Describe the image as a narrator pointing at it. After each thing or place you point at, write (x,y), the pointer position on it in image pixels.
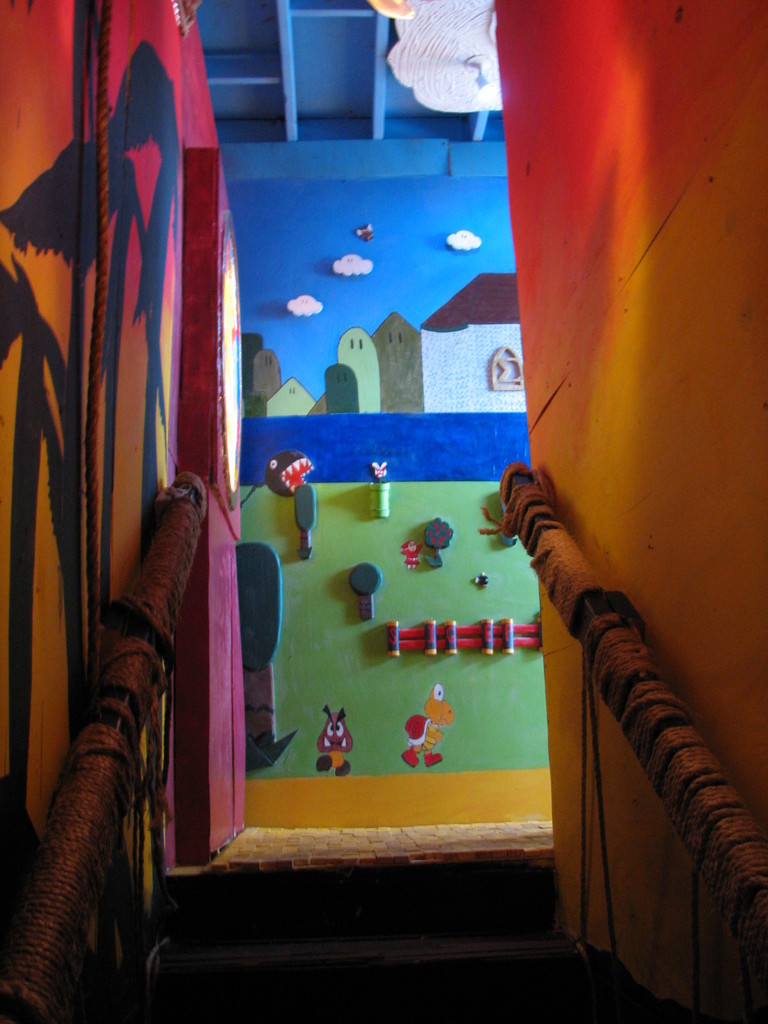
At the bottom of the picture (346,903), we see a staircase (333,893). On either side of the picture, we see a wall (602,327) in orange and yellow color. In the background (276,374), we see a wall (287,316) in green and blue color. We see graffiti (440,698) on the green wall (355,426).
